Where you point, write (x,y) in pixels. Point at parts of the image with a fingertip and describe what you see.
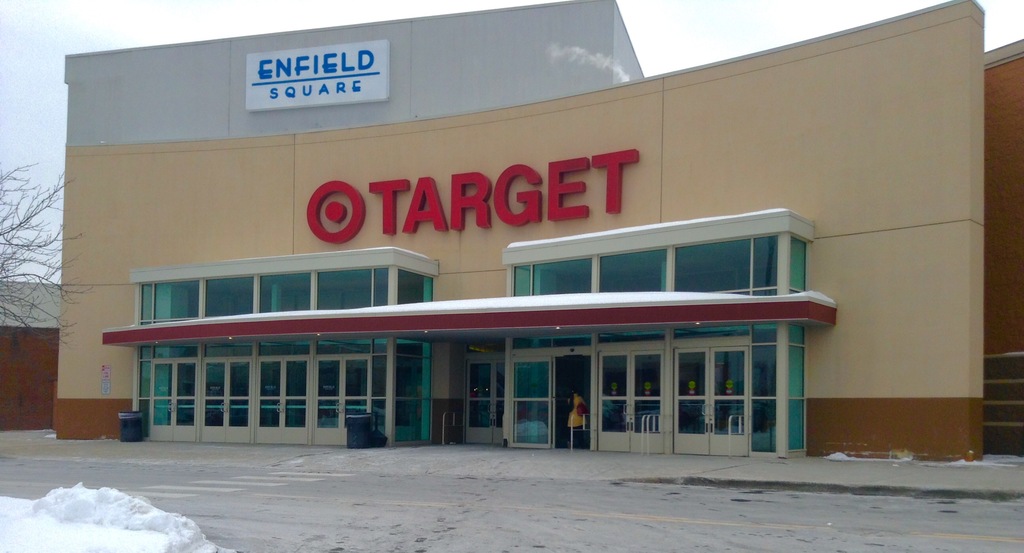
In this image there is a building (802,432), on that building (300,187) there are board (314,84) on that boards (314,84) some text (291,96) is written, in the bottom left (37,521) there is snow (78,521), on the left (23,246) there is tree (29,248).
